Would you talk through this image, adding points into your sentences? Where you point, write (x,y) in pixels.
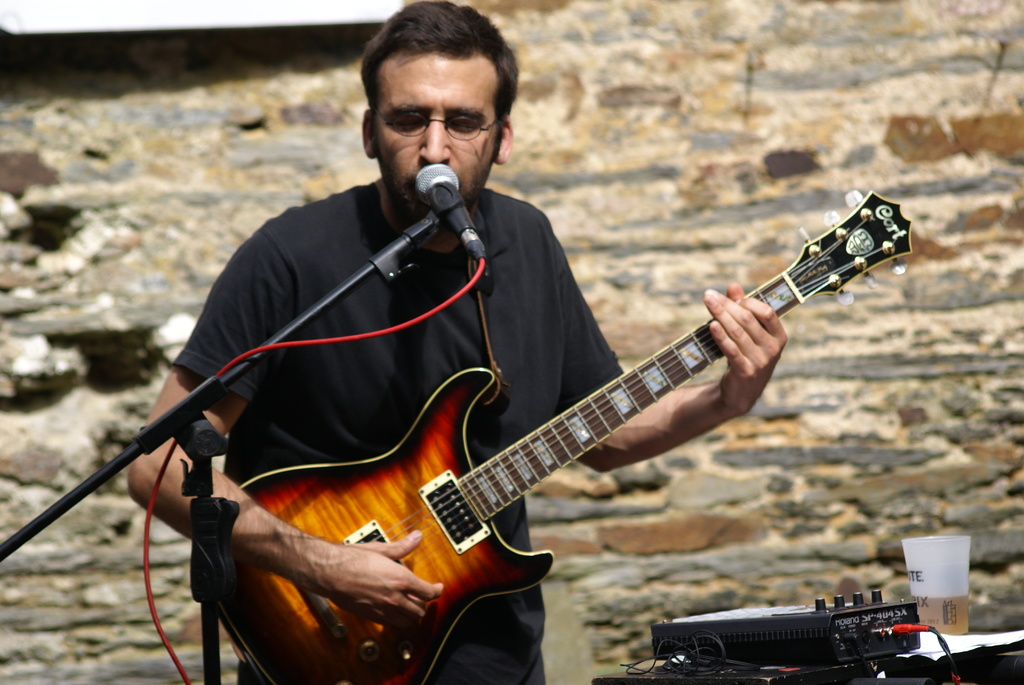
In this picture there is a man (325,544) standing and playing a guitar (457,499) and singing. We can see microphone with stand (404,243), device (783,650), glass (948,573), papers (919,652) and cable (862,655) on the table (727,673). In the background of the image (863,121) we can see wall (705,48).
